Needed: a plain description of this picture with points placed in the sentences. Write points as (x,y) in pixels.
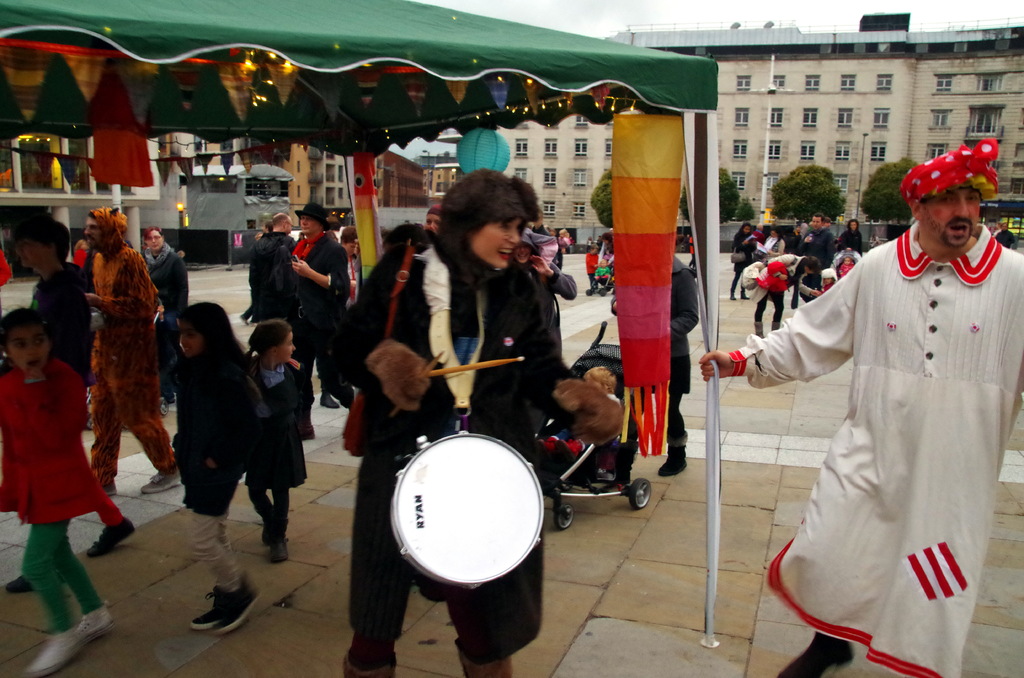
This picture describes about group of people (509,270), few are standing and few are walking, in the middle of the image (448,305) we can see a woman (418,299), she is playing drum (460,460), in the background (829,211) we can see few trees (809,186) and buildings (533,127).
